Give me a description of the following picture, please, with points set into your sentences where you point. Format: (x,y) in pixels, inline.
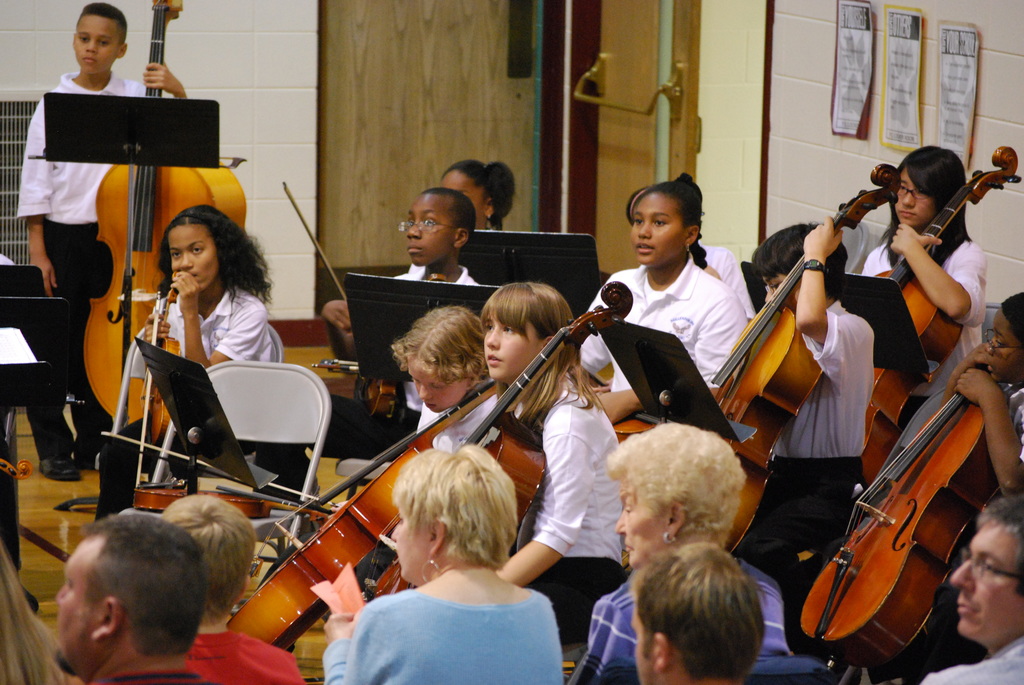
A group of children (533,416) are sitting in chairs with musical instruments (404,439). Some people (506,507) are watching sitting beside.
